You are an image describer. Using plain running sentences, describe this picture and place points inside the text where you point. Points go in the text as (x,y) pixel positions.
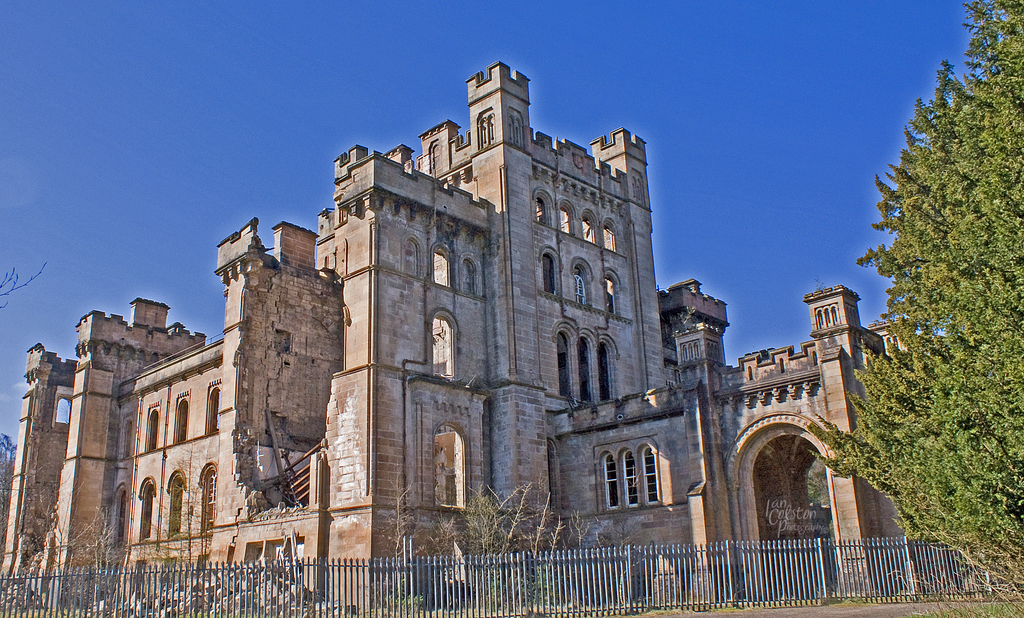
In this picture we can see brown color fort (202,499) with arch windows (445,477). In the front (304,610) bottom side there is a iron fencing grill (728,566) and on the right side (923,317) there is a tree (993,213).
